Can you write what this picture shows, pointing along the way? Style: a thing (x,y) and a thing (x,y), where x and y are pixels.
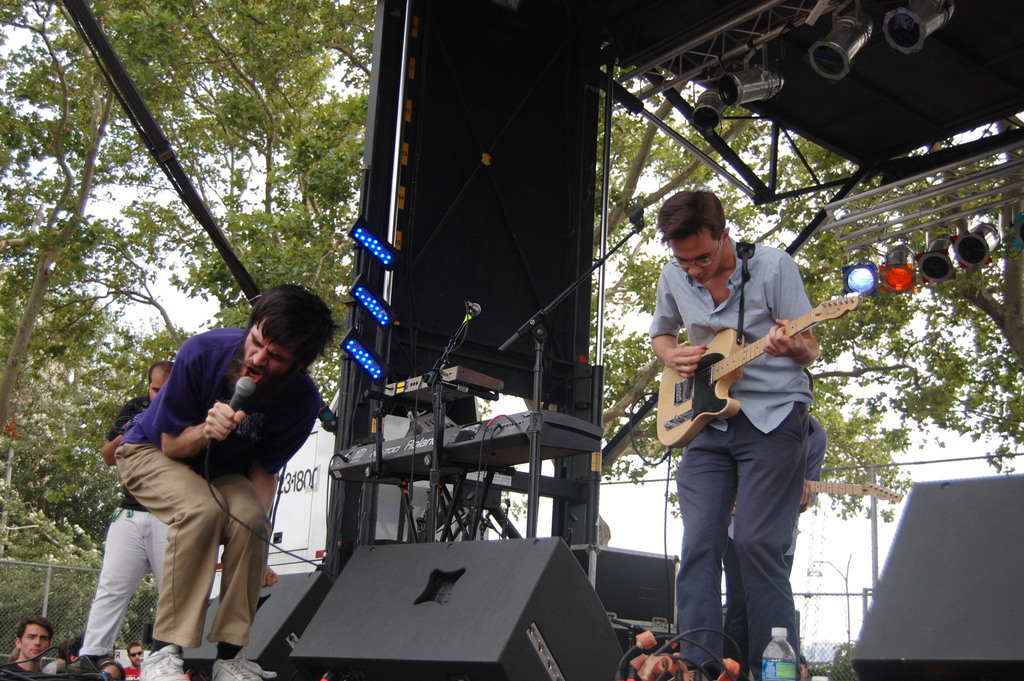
There is a group of people (214,468). They are standing. The two persons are playing a musical instruments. On the left side of the person (224,343) is holding a mic (244,397). He is singing a song. We can see in the background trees (279,255), and, lights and musical instruments (398,392).
